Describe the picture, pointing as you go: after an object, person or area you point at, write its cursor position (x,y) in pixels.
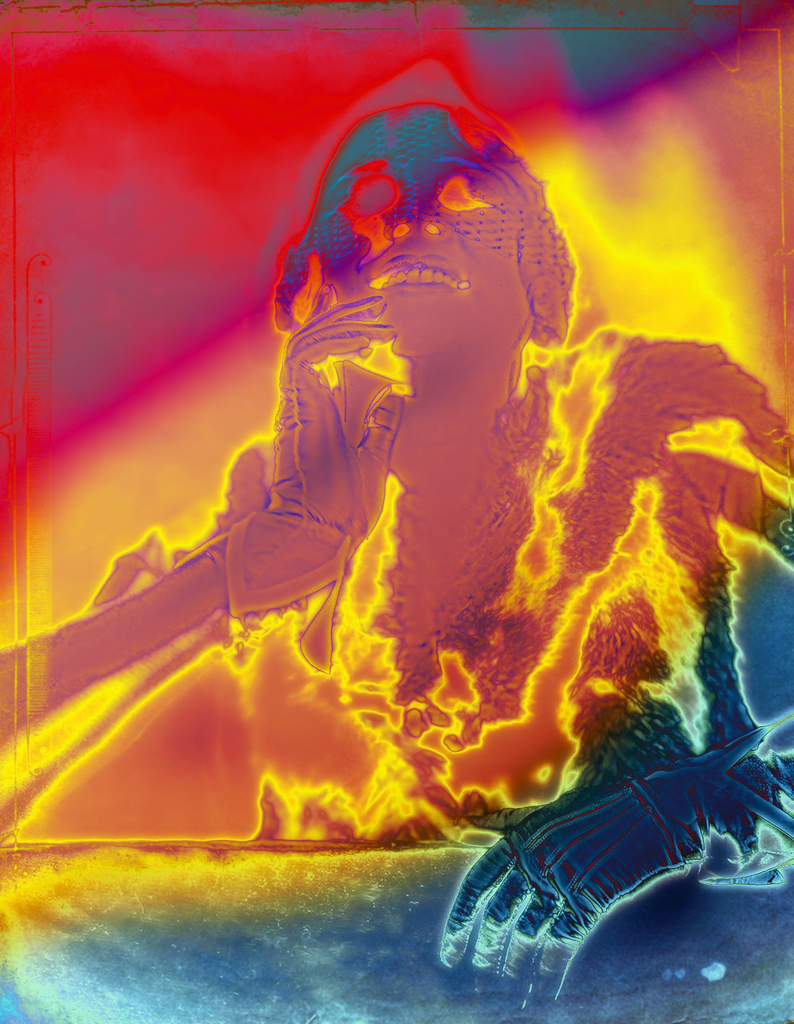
In this image there is a graphic picture of a woman (492,604).
